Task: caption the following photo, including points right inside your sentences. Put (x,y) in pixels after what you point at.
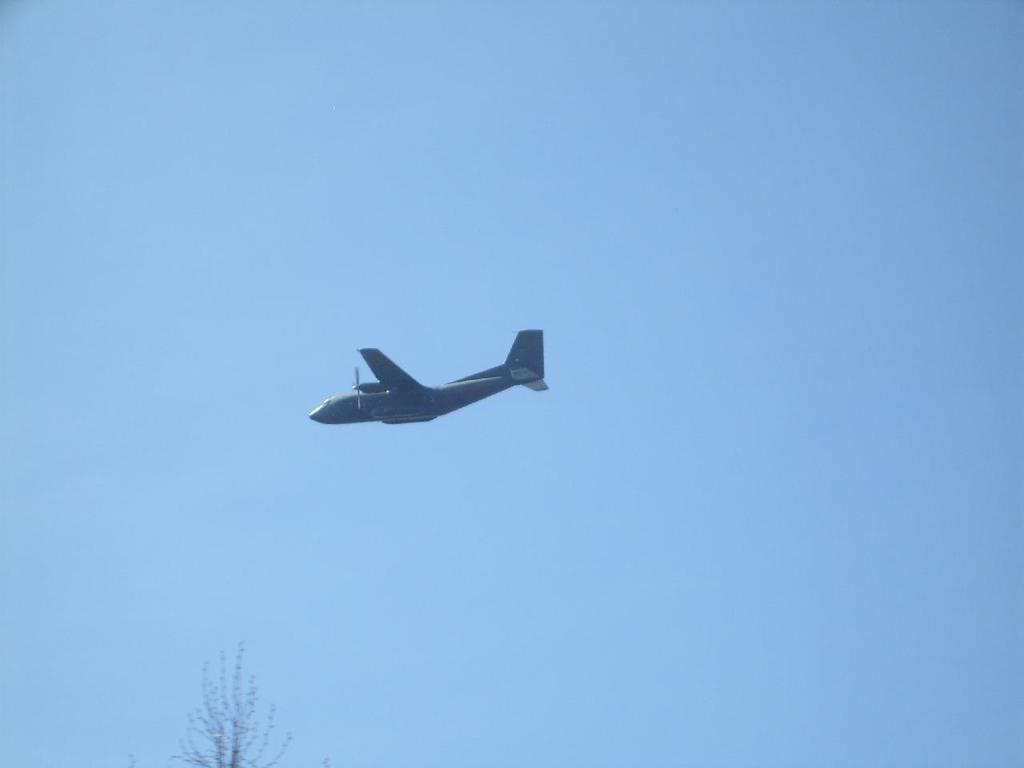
In the middle of the image (376,352) I can see a plane (489,378) in the air (298,318). In the background (580,210) there is a blue sky (423,146) and tree (239,678).
